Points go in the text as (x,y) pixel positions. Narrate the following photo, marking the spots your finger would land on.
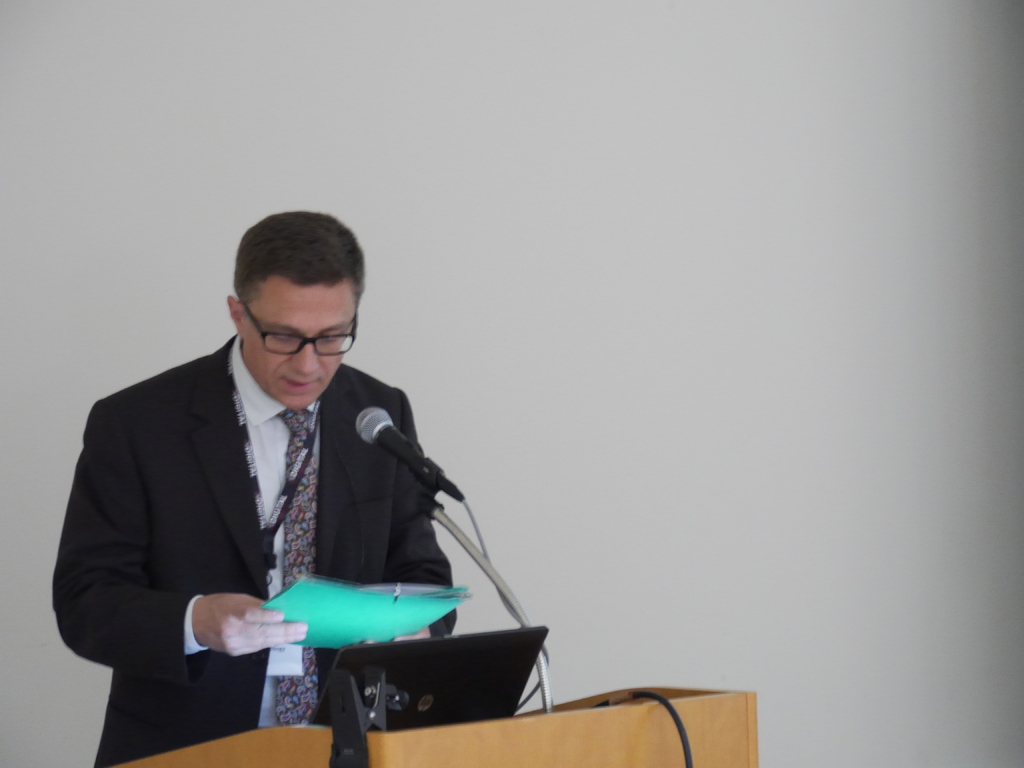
There is a person (180,475) standing, wearing specs (282,336) and is speaking. He is holding a file (310,613). In front of him there is a podium (526,728). On that there is a mic (438,488) and laptop (433,664). In the background (554,299) there is a wall (190,222).
